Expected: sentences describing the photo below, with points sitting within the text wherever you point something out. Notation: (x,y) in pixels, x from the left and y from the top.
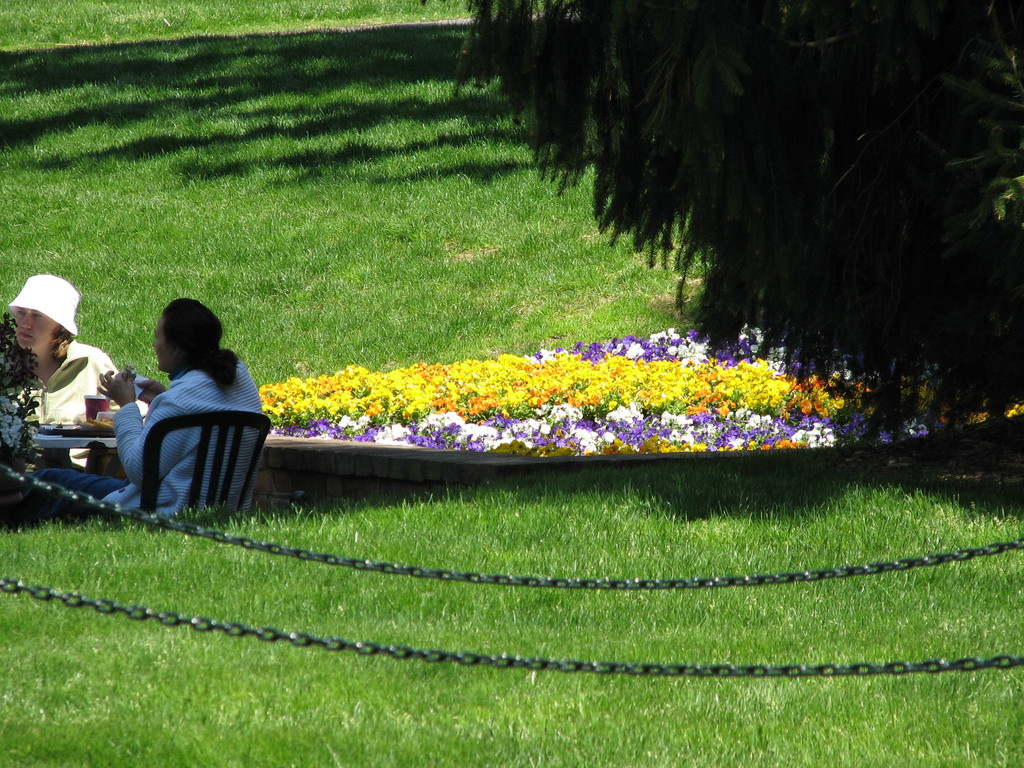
In this image I can see two metal chains (188,523), few persons (211,459) sitting on chairs (198,464) in front of a table (63,435) and on the table (113,442) I can see a glass (87,411) and few other objects (94,423). I can see few flowers (461,377) which are yellow, orange, white and purple in color. I can see some grass (364,158) on the ground (372,113) and a tree (758,111).
